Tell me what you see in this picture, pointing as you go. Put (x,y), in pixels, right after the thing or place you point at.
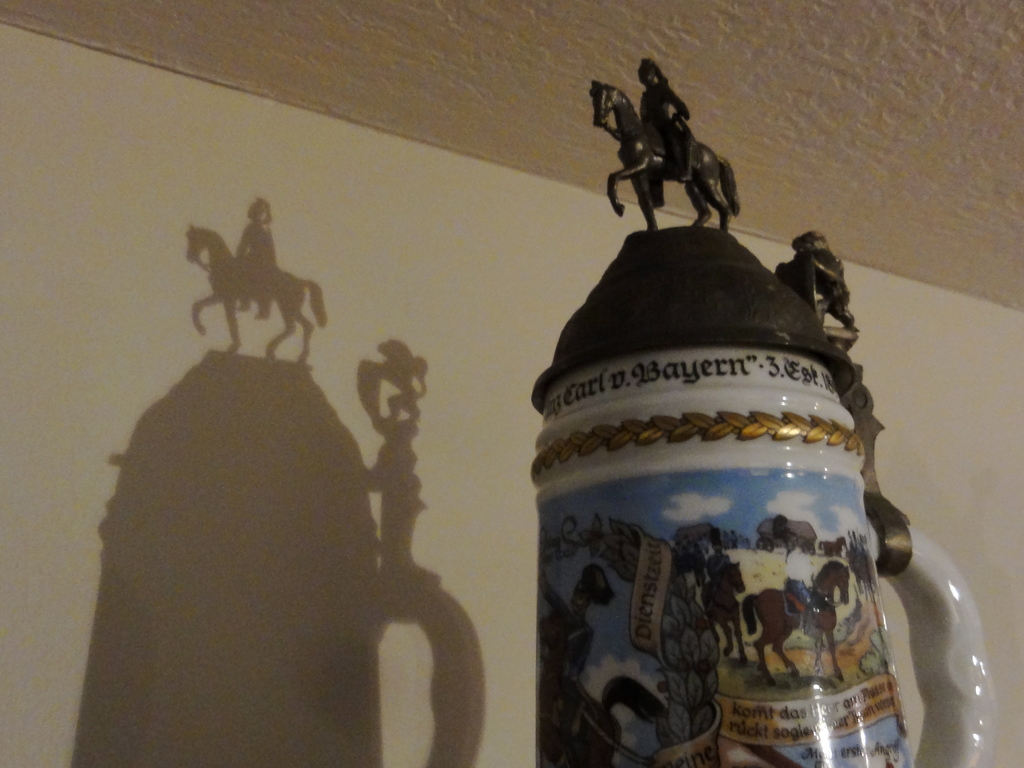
In this image in the foreground (598,558) there is one ceramic object (721,557), on the object (717,612) there is a painting (730,608) of horse (765,654) and some objects (728,547). And there is text (754,721) and at the top of the object (633,254) there is a statue (653,165) of horse (636,153) and one person (654,98), and in the background (422,286) there is wall (946,506).
